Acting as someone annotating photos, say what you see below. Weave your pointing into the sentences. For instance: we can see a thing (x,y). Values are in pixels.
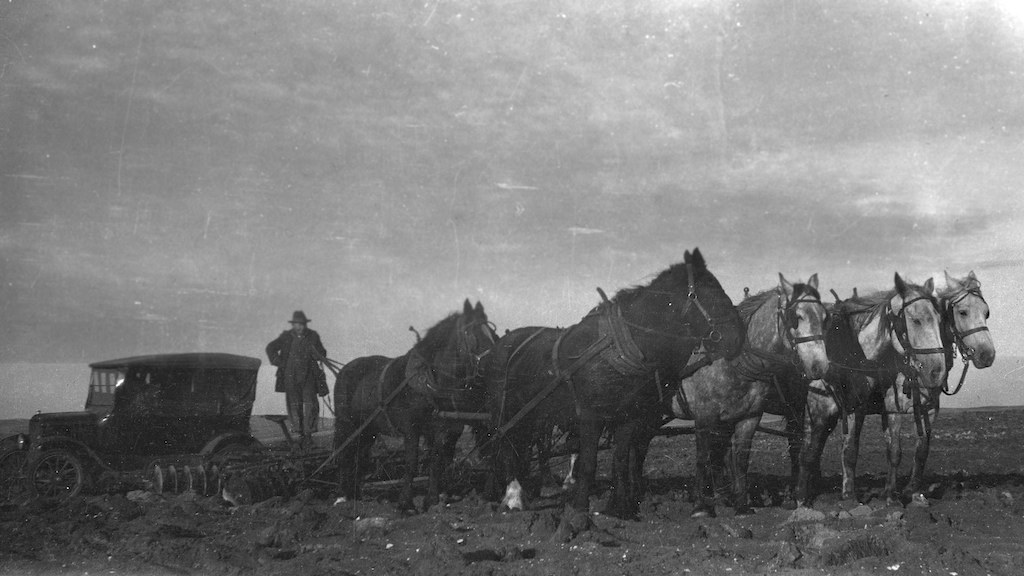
In this black and white image, we can see some horses (822,406). There is a person (273,352) in the middle of the image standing and wearing clothes (301,350). There is a vehicle (204,425) in the bottom left of the image (109,434). There is a sky (542,56) at the top of the image (515,55).
